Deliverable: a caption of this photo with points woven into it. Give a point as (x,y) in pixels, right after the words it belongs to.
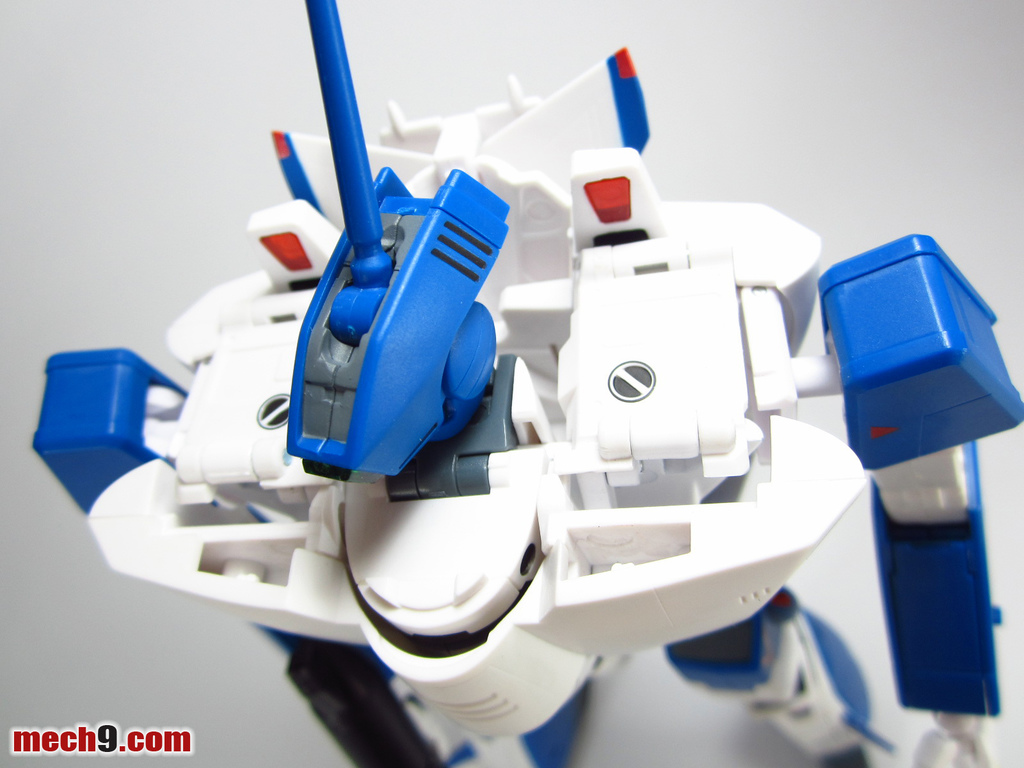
In the image we can see there is a robot toy (637,531).
